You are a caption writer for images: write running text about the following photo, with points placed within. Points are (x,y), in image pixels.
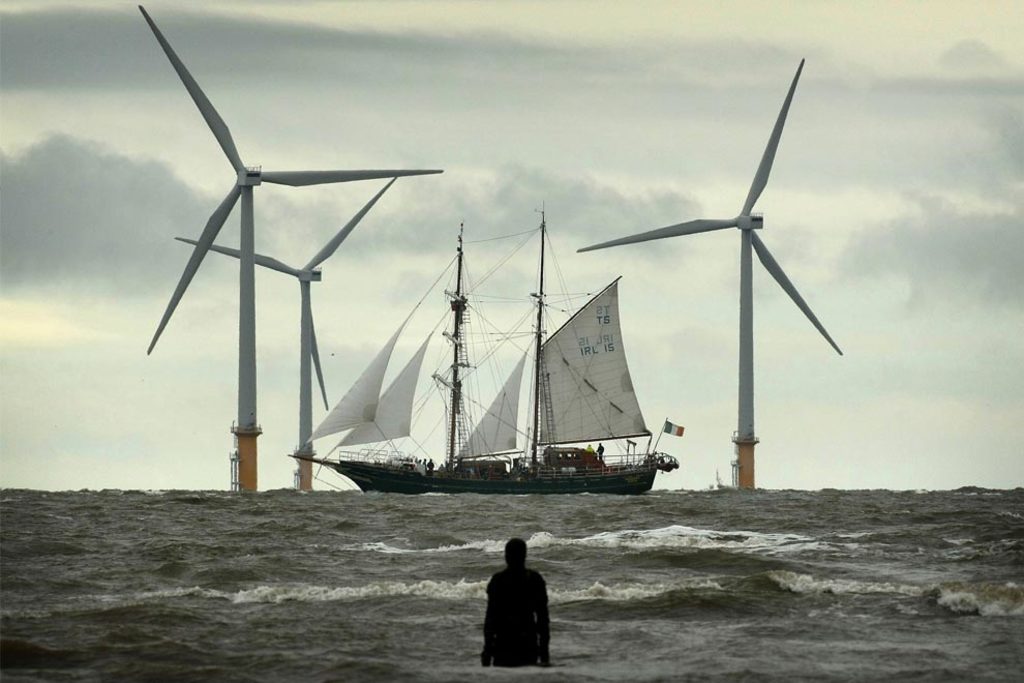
In this image there is one sea (510,527) in that sea (949,559) there is one boat (544,459) and on the right side (744,260) and left side (211,238) there are three fans (748,345), and at the bottom (537,620) there is one person (519,595) who is standing. On the top of the image (440,118) there is sky (103,460).
